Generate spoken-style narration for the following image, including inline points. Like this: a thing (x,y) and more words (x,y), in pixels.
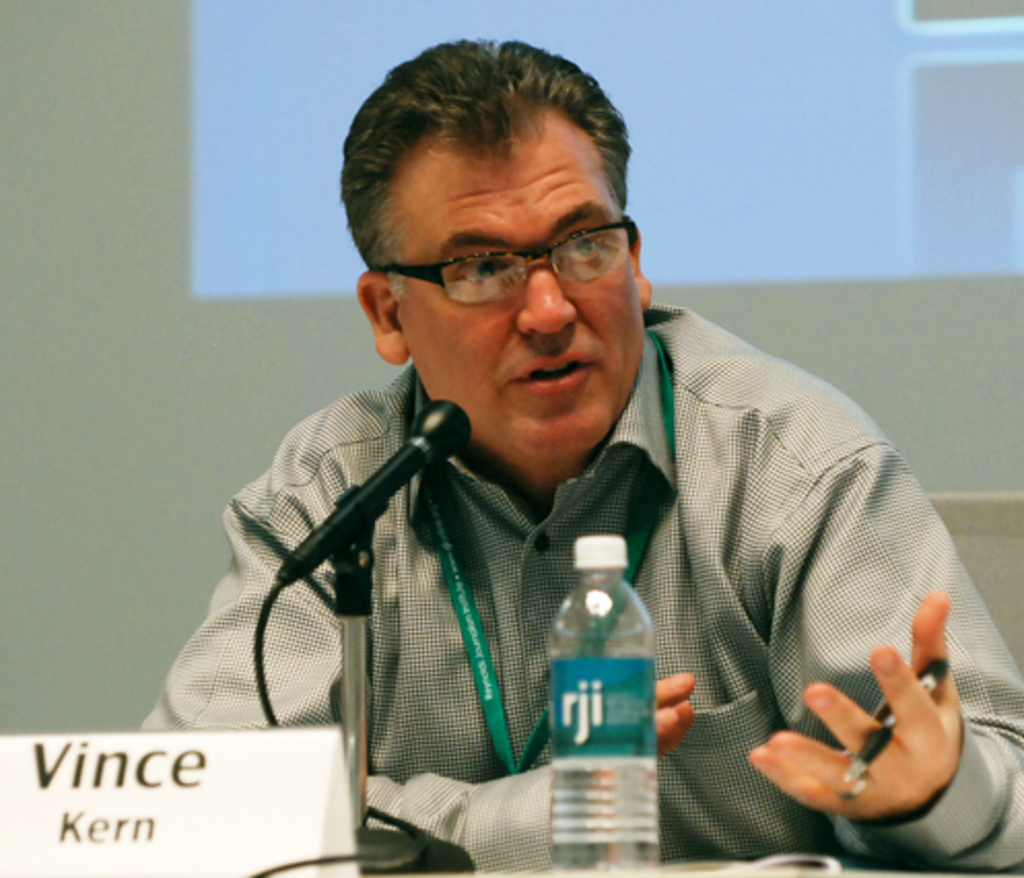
A man (774,687) is sitting on the Table chair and speaking on the microphone (320,550). There is a bottle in front of him.
